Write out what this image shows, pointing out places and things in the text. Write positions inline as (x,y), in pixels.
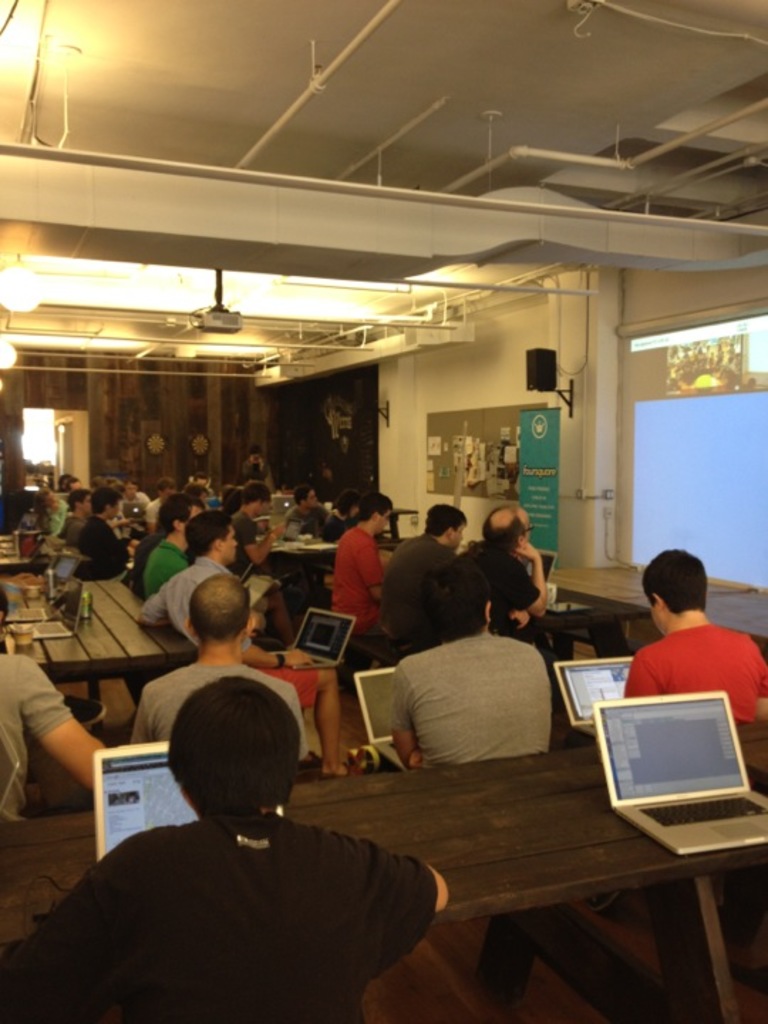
This image is clicked inside a room (440,986). There are many people (172,903) sitting on benches (369,658) at the tables (430,820) and using laptops (593,705). On the tables (96,613) there are laptops (76,621), drink cans (84,605) and books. To the right corner of the image (692,479) there is a projector board (670,453) and beside to it there are speakers (540,378) and banner (543,469). There are lights (26,284) to the ceiling (48,74). In the background (58,359) there is wall (197,403), dartboards (155,441), and a door (77,445).
